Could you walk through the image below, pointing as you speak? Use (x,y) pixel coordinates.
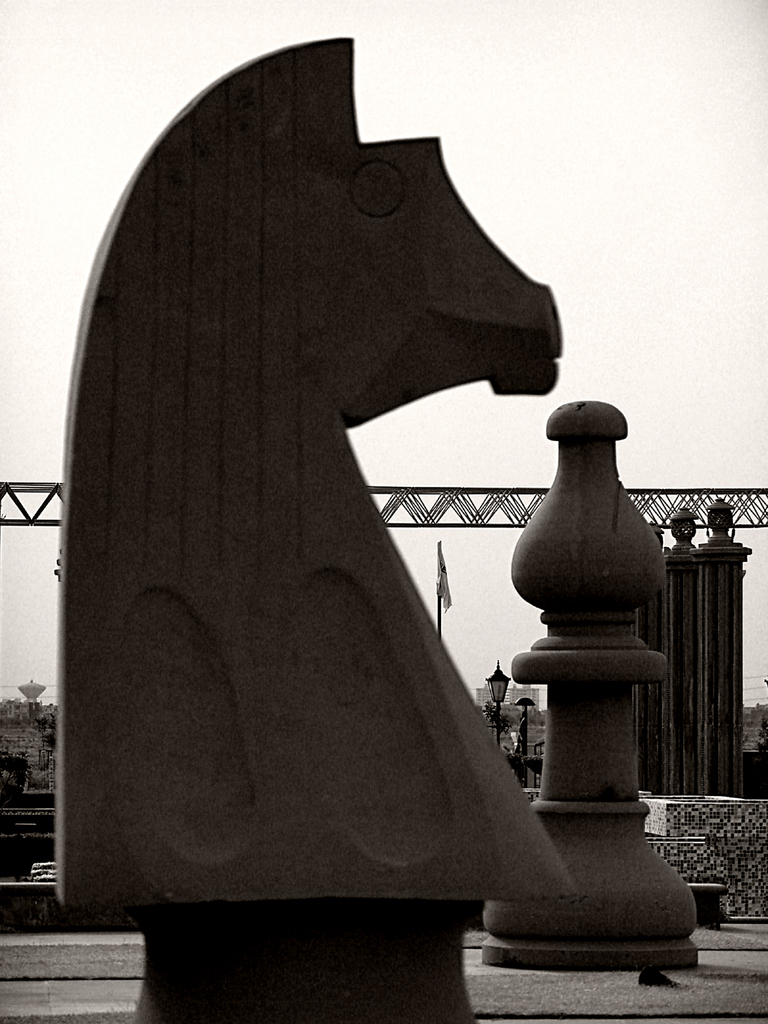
In the picture we can see a sculpture (355,917) of chess coins (427,854) and behind it, we can see some poles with lamps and one pole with flag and behind it we can see a sky (412,541).
